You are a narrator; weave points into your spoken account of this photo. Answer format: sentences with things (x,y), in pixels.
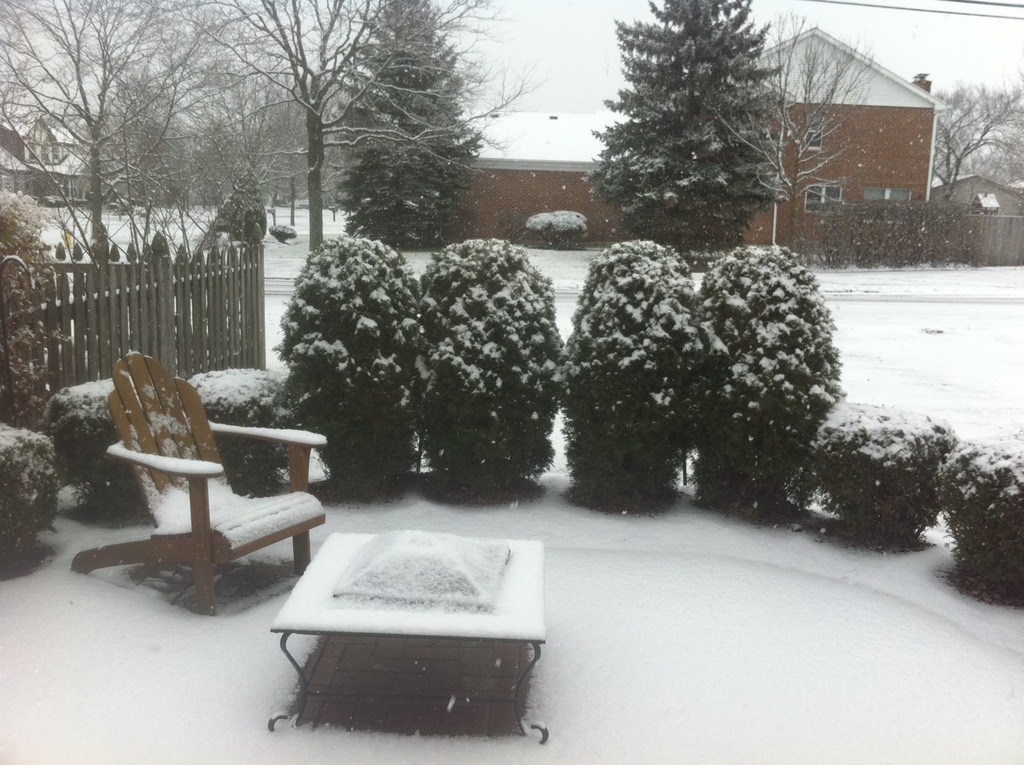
In the foreground of the picture (421,582), there is a table (408,586), a chair (193,479), few plants (218,407), wooden fencing (134,303) and trees (87,200). We can also see snow (461,546) on these objects (23,447). We can see few houses (844,141), trees (408,96) and the sky (543,51) in the background (573,148).
